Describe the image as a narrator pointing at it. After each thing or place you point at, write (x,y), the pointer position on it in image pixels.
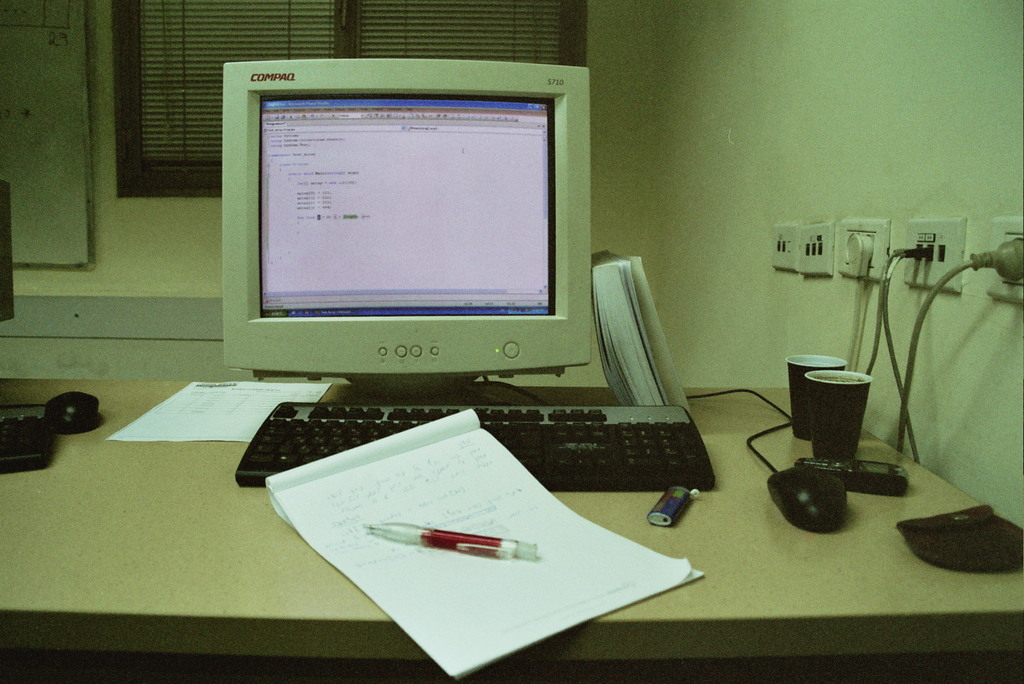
In this image we can see a computer (405,318), keyboard (567,440), mouse (797,503), papers (554,556), pen (471,541), book (617,356), cups (808,411) and mobile phone (863,474) placed on the top of the table (759,519). On the right side of the image (813,265) we can see sockets (842,270) attached to the wall (967,246). In the background of the image (340,22) we can see windows (204,56).
